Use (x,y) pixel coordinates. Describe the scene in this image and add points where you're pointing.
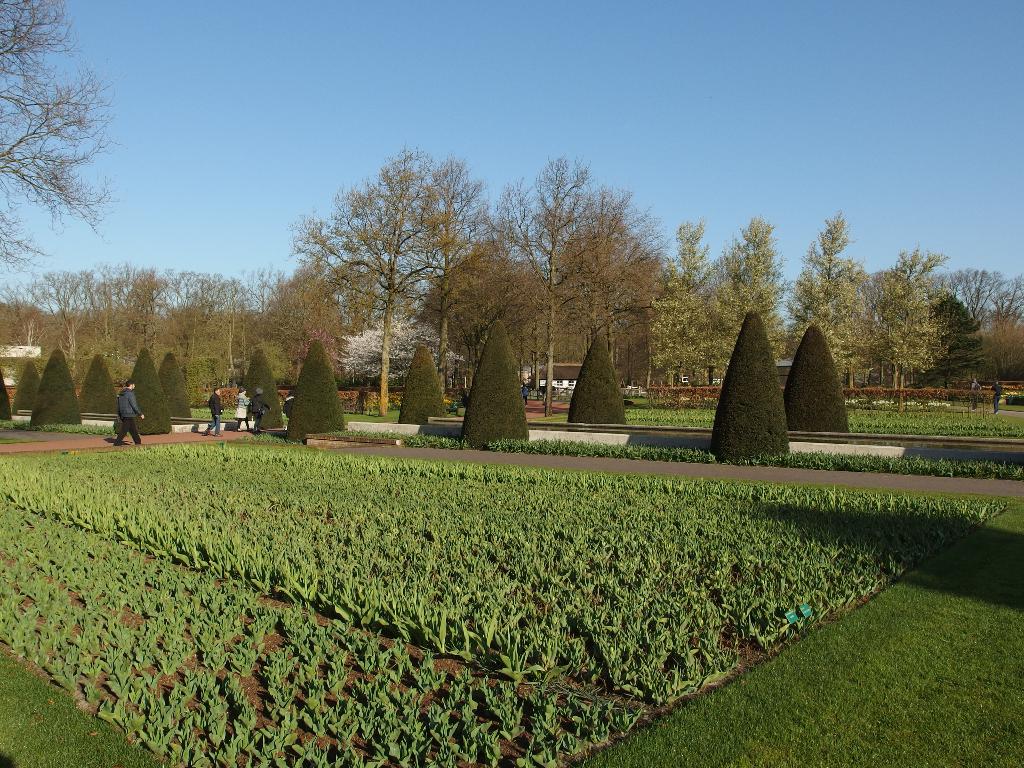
In this image in the center (553,268) there are some trees (523,425) and some persons (134,418) are walking. At the bottom (140,637) there are some plants (546,565) and grass (940,645) and in the background (411,265) there are some trees (697,247), and at the top of the image (530,148) there is sky (617,101).
